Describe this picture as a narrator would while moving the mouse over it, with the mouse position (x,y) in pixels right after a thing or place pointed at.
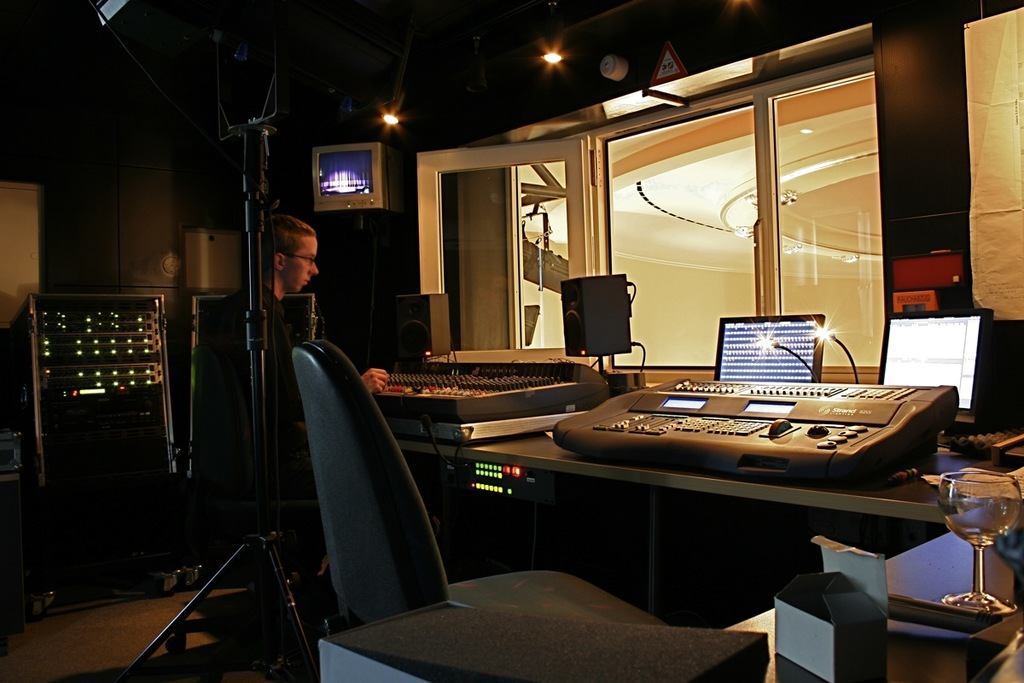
In this picture we can see a glass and a box (842,668) on the table (747,628). We can see a chair (322,479). There is a person (234,330) sitting on the chair (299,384). We can see few computers (896,340) and other devices (673,459) on the table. There is a signboard (660,66) on the wall (689,31). We can see few lights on top (388,110).
